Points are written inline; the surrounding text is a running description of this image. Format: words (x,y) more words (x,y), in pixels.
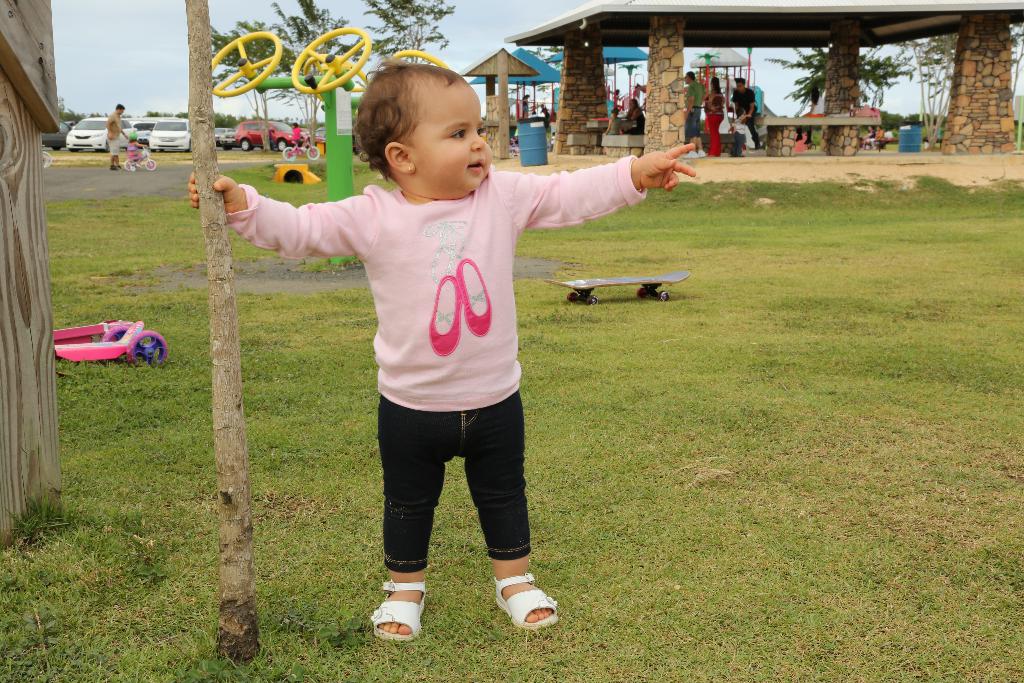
In this image in front (443,160) there is a child (422,214) holding the wooden pole (227,631). Behind the child (444,312) there is a skateboard (569,284). At the bottom of the image (793,487) there is grass (814,406) on the surface (817,366). On the left side of the image (5,199) there is some object (140,339). In the background of the image (164,179) there are people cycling on the road (150,183). There are drums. There are tents (550,69). There are people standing under the roof (745,18). There are trees (229,57) and sky (157,41). On the left side of the image (177,144) there are cars (180,127).
